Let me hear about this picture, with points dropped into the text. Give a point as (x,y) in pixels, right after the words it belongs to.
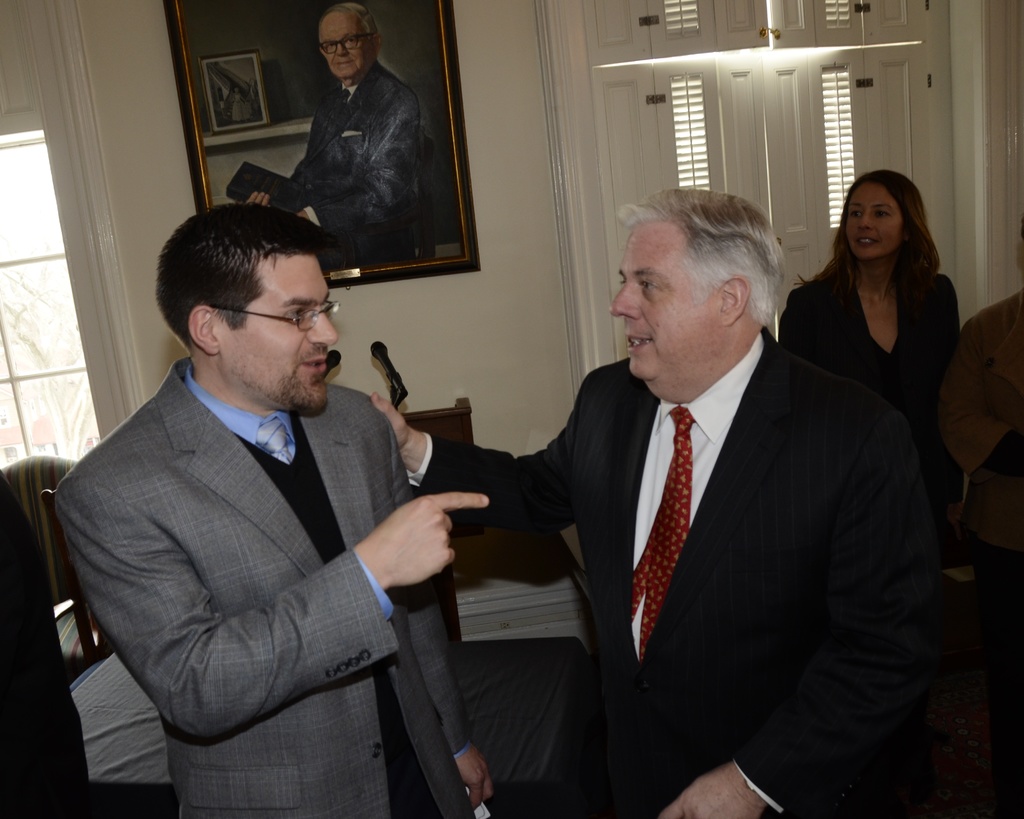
This is the picture of a room (471,295). In the foreground (340,511) there are two persons (483,474) standing and talking. At the back (962,441) there are two persons (889,378) standing. At the back (28,409) there are microphones (394,367) on the table (445,633) and there are windows (685,144). There is a frame (452,95) on the wall (471,311), on the frame (457,257) there is a picture (389,219) of a person (402,161). There is a tree (38,267) behind the window (24,349).
